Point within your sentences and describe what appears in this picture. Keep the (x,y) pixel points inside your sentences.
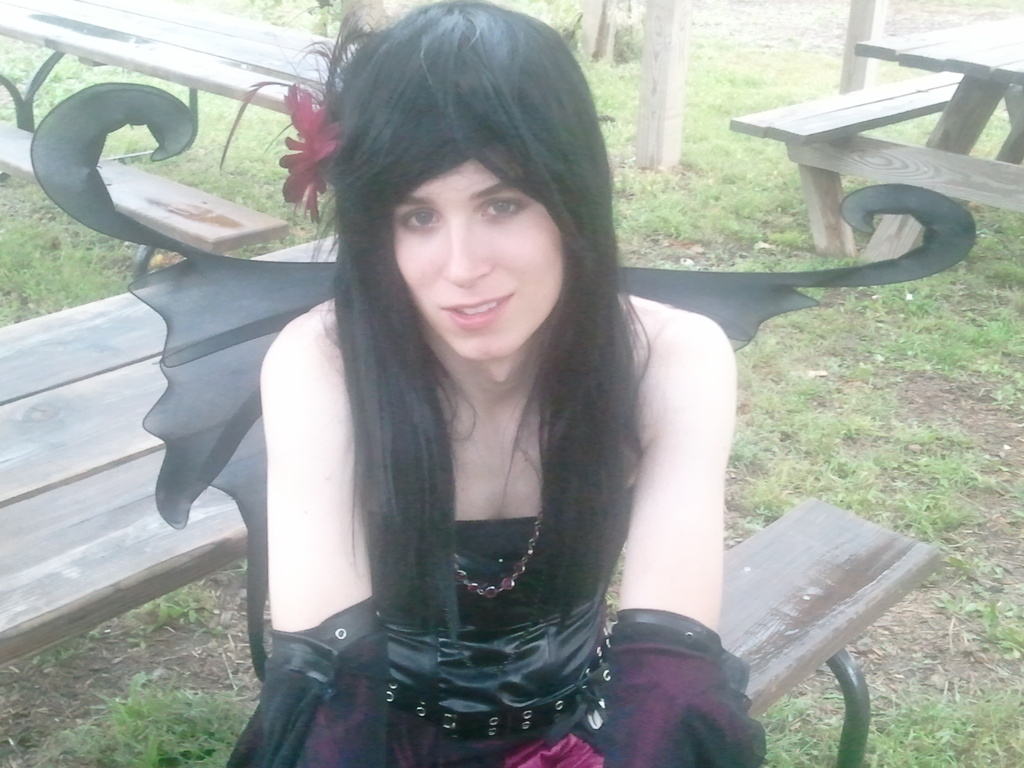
In the image we can see that a woman (480,435) is sitting on bench (786,584). She is wearing a black and pink color clothes (515,601). There is a flower (313,140), grass (719,186) and a pole (657,87).
